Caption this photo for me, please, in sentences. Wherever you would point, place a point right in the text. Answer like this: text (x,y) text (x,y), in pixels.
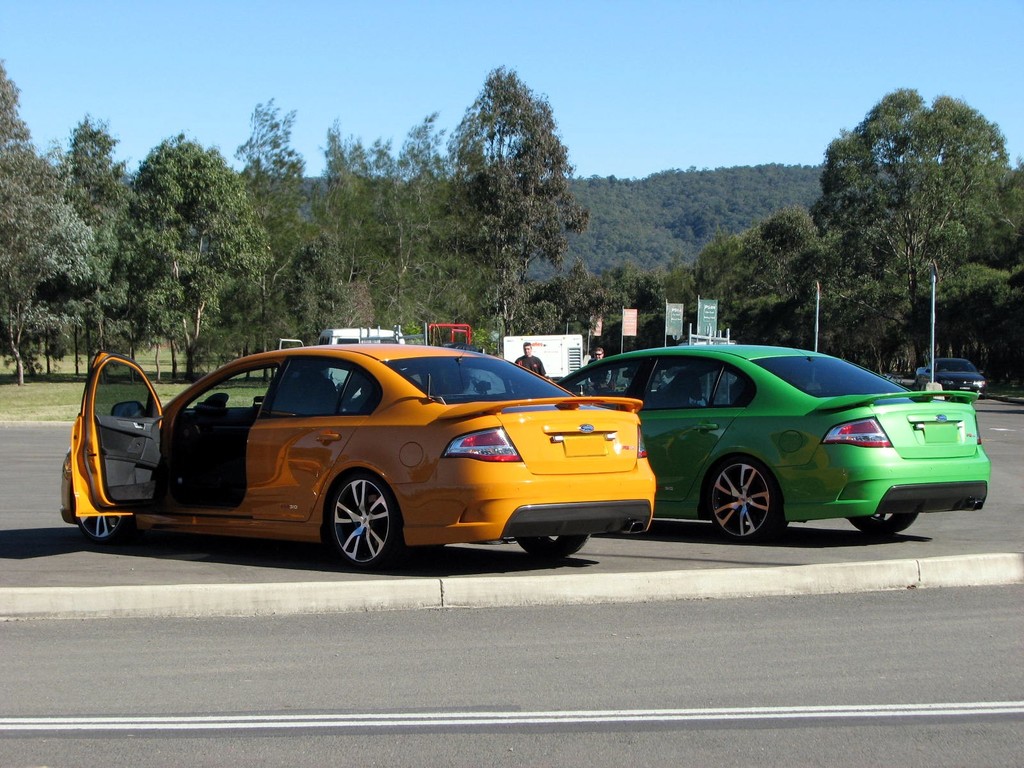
In this image, we can see a green and a yellow color cars (485,456), in the background (789,320) there are some green trees (633,207), at the top (640,45) there is a blue color sky (693,25).
